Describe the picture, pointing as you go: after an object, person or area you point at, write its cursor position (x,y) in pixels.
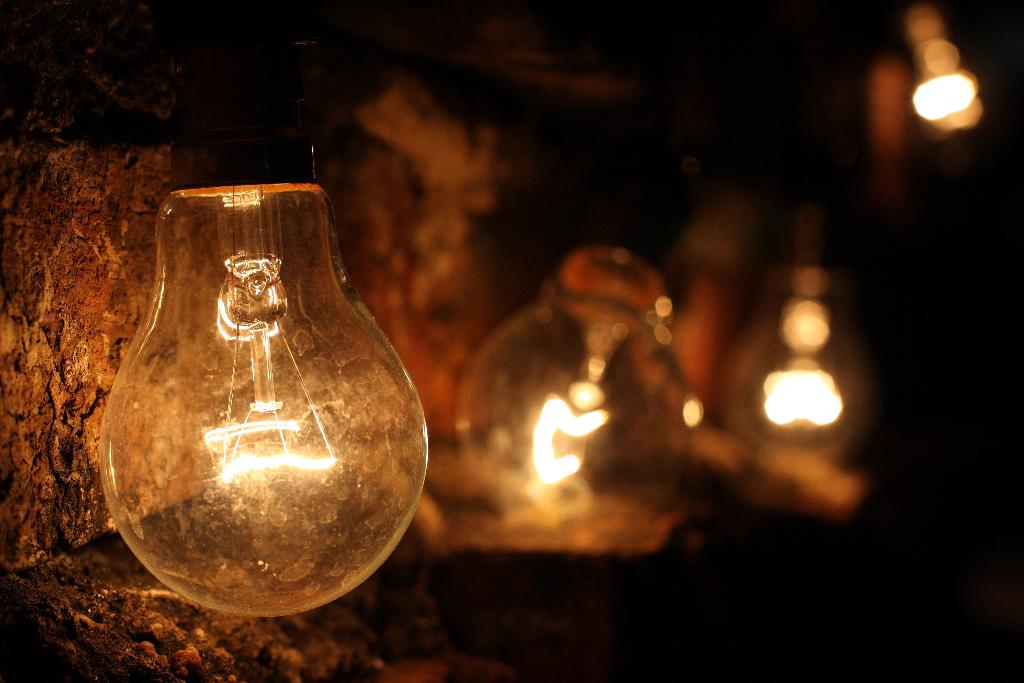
In the picture I can see few bulbs (621,369) glowing and there is a wall (50,381) in the left corner (45,364).
